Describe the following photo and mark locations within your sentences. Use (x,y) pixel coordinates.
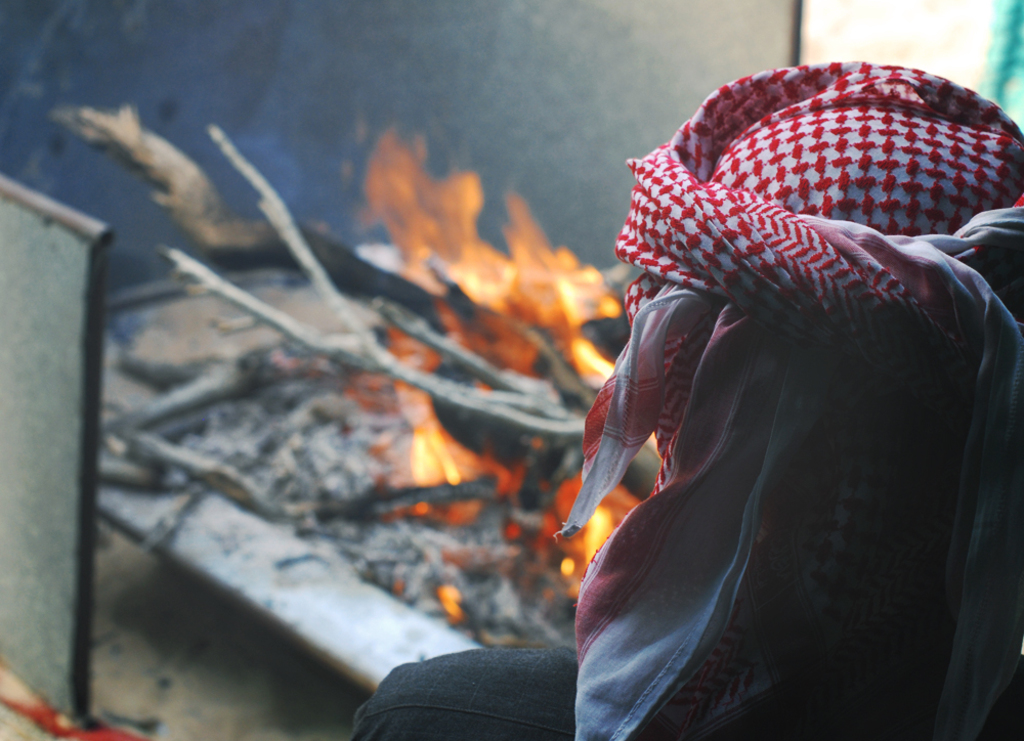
In this image, we can see a person (519,701) wearing a headscarf (837,319). There is a flame (398,185) in the middle of the image (530,326).
